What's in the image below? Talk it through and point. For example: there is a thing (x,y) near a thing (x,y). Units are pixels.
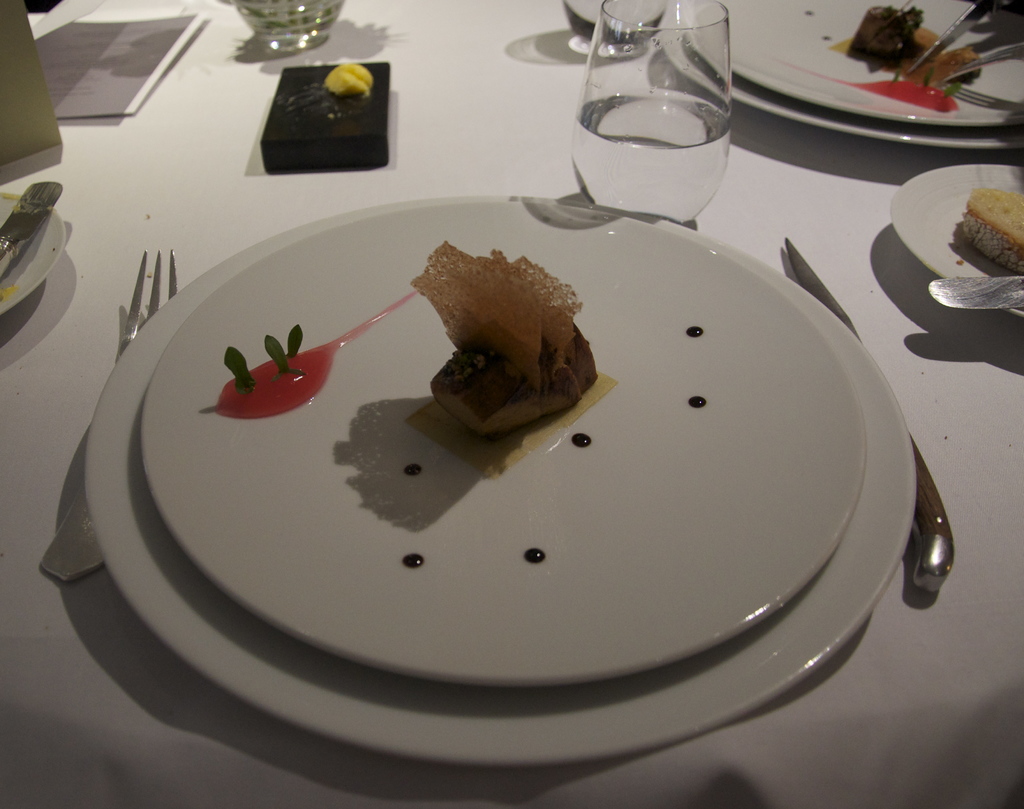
In this image we can see a table (107,765) where plates (719,675), glasses (672,89), a fork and knives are kept on it.
